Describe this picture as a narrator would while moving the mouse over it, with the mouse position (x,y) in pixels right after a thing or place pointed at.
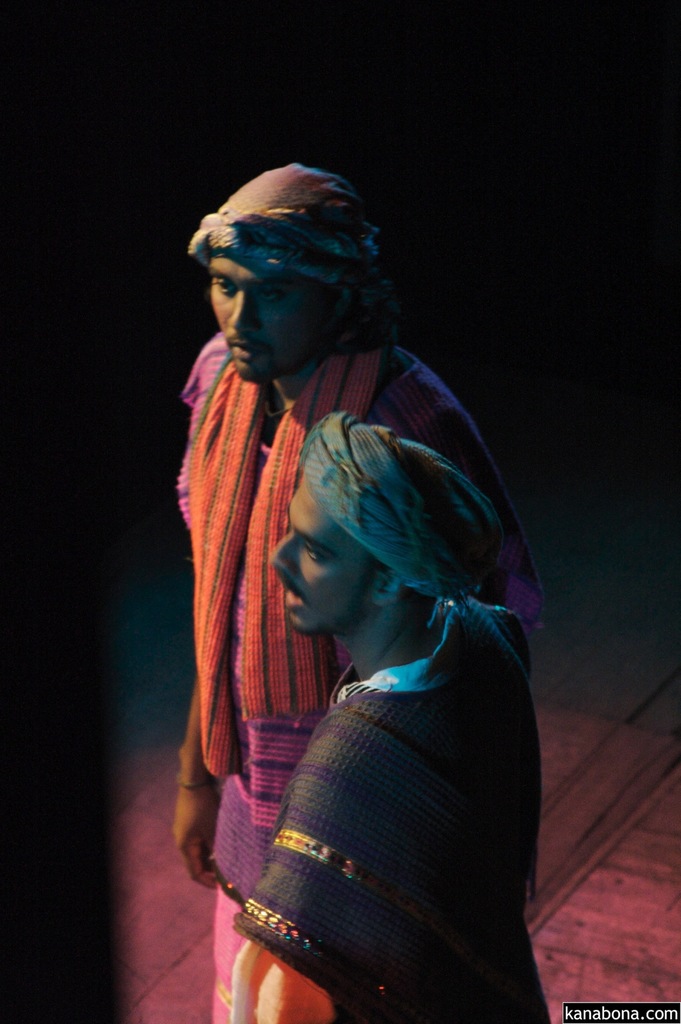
As we can see in the image there are two people (348,288) standing in the front (432,591) and the background (297,110) is dark.
